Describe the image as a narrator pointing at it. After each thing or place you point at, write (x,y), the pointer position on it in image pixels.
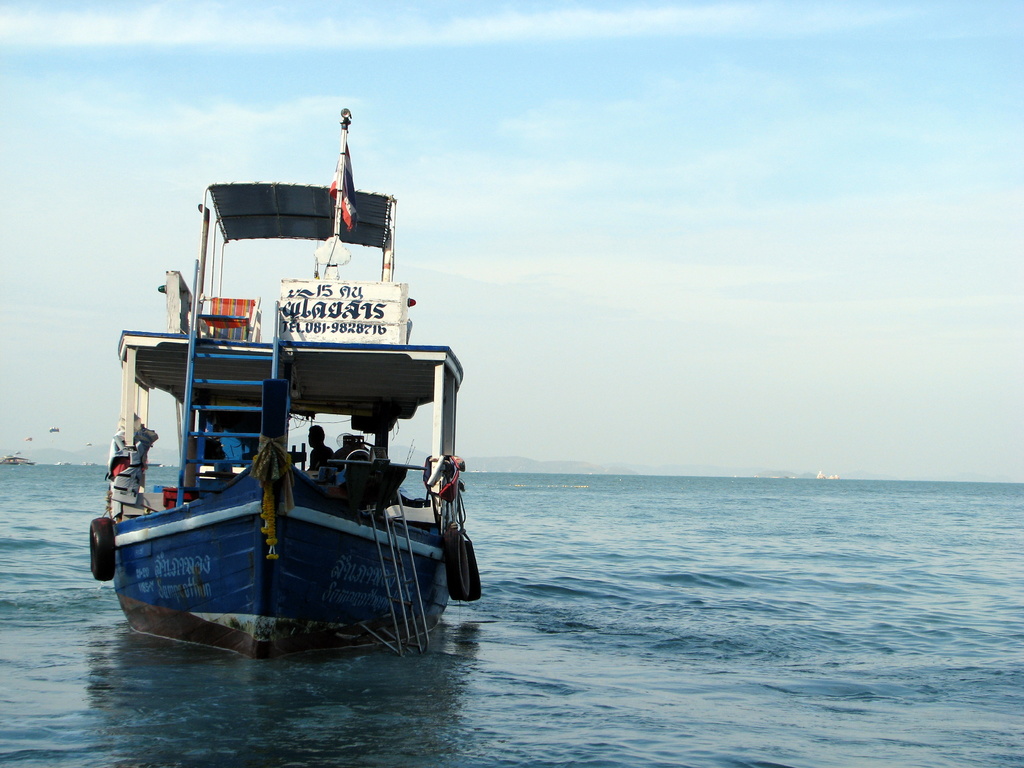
In this picture I can see there is a boat (247,492) sailing on the water (37,485) and there are other boats (11,459) in the backdrop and the sky (316,157) is clear.
